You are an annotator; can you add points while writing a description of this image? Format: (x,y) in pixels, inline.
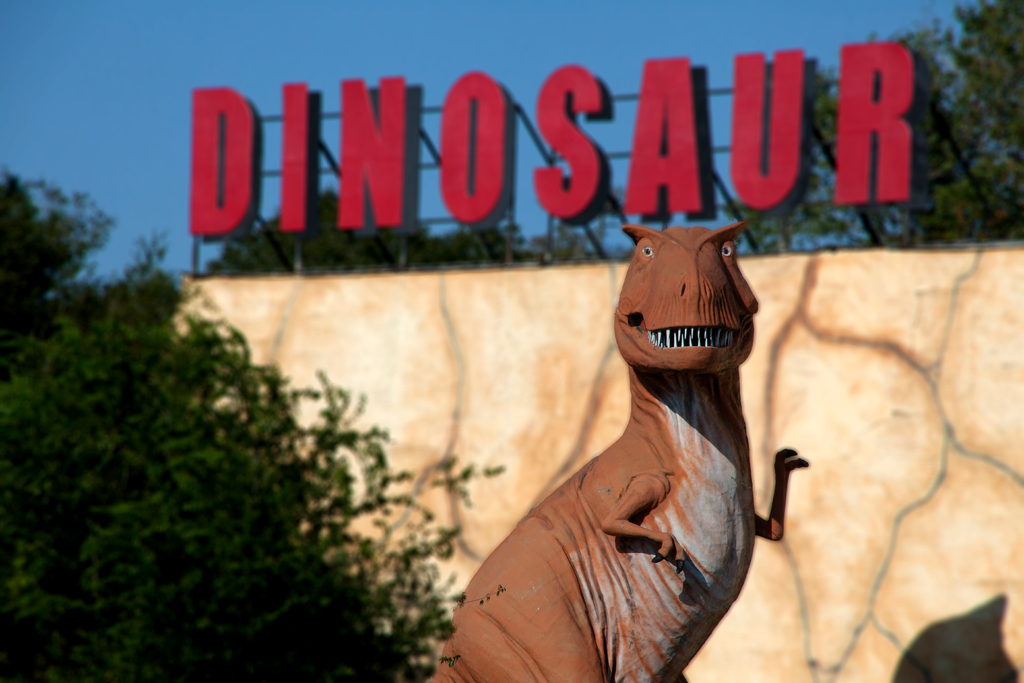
In this image I can see the statue (598,586) of an animal (619,463) and the animal (671,600) is in brown color. Background (985,137) I can see the board (650,65) in red color, few trees (812,231) in green color and the sky (119,41) is in blue color.
